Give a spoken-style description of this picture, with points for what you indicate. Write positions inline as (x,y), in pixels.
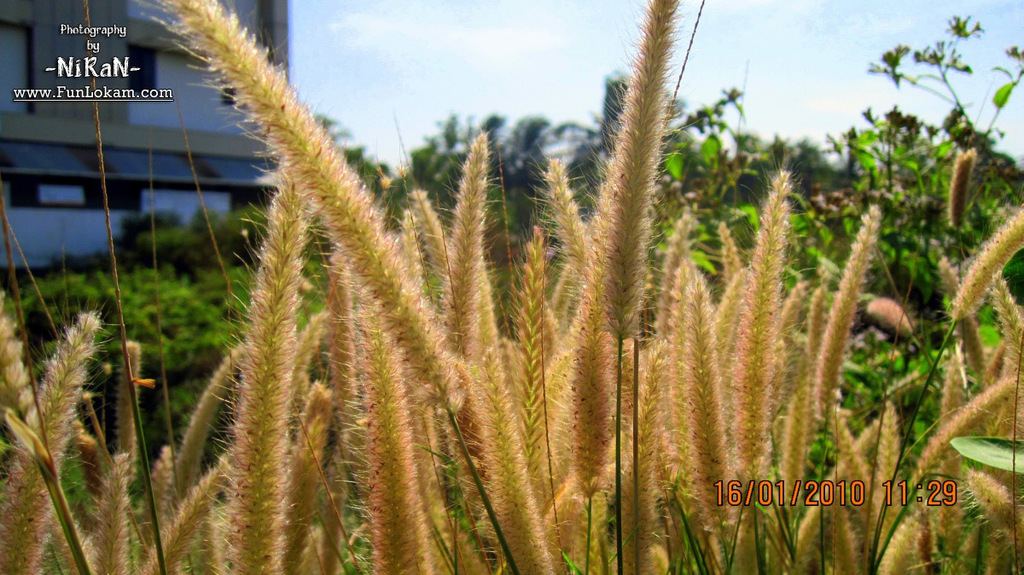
In this picture we can see plants (470,309) and leaves (913,201). In the background of the image (521,35) we can see building (220,1) and sky (503,28). In the bottom right side of the image (843,491) we can see date (786,505) and time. In the top left side of the image (111,88) we can see text (89,63).
